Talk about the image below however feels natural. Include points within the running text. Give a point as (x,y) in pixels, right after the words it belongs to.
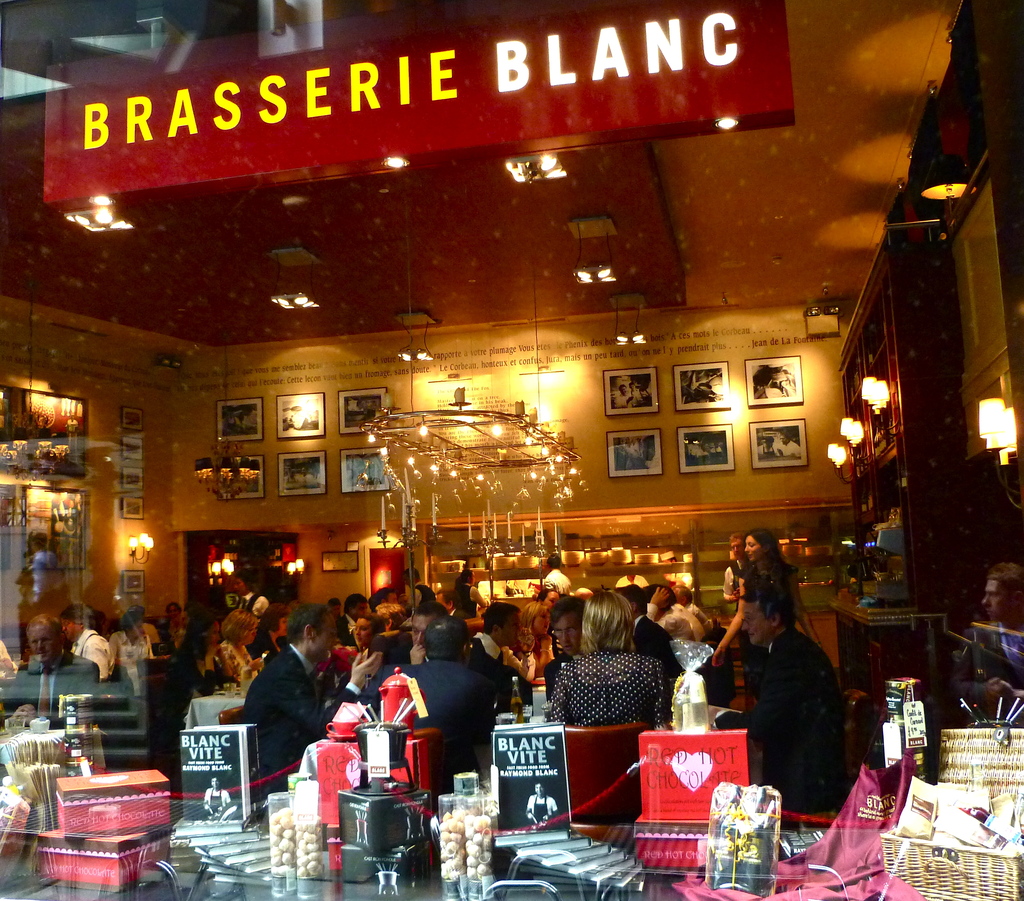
In this image I can see people (452,725) among them some are standing and some are sitting on chairs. On the table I can see boxes (353,833), baskets (992,766) and some other objects (956,813). In the background (290,438) I can see photos (647,382) on the wall (372,498). Here I can see ceiling (194,247) which has lights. Here I can also seen a chandelier (489,456). On the wall (974,397) I can see lights (1009,428) and some other objects (883,438) attached to it.
